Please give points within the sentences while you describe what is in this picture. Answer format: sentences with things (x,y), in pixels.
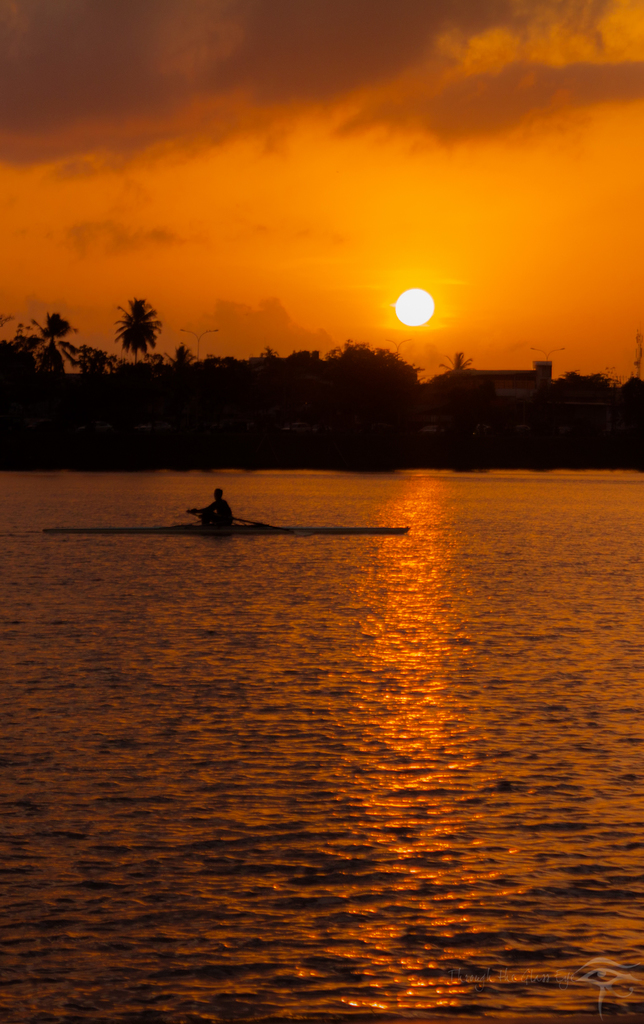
This image is taken outdoors. At the bottom of the image (266,807) there is a river (287,667) with water (451,692). At the top of the image (218,140) there is a sky (321,152) with clouds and sun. In the background (441,377) there are a few trees (216,403). In the middle of the image (396,535) a person (205,513) is sailing on the river (279,560) with a boat (348,529).
